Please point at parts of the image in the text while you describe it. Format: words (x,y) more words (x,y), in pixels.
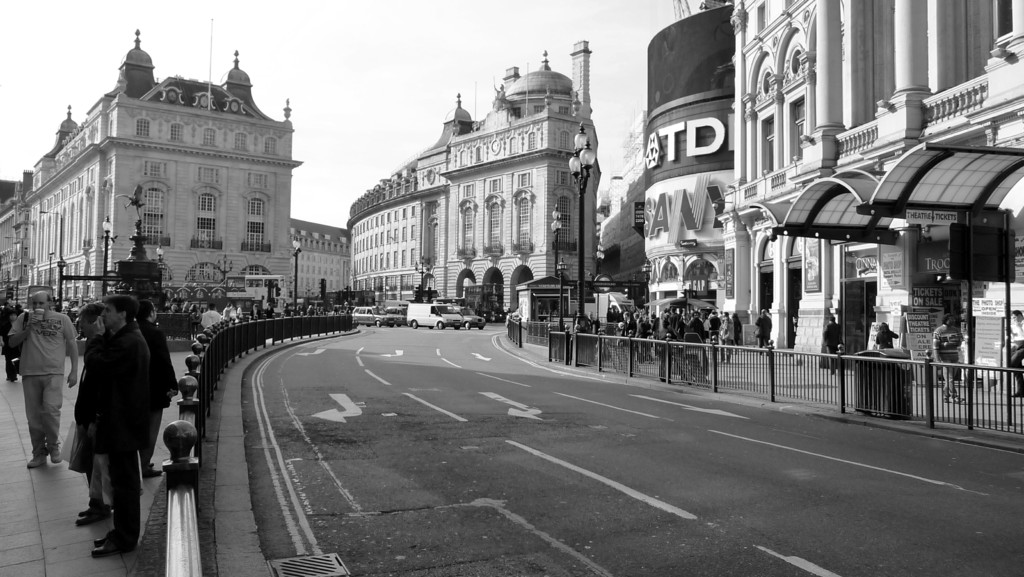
In this picture we can see a few people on the road (417,401). There are a few white lines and arrow signs (707,410) on the road (439,559). We can see a railing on the right side (932,403) and a few steel barricades (171,545) are seen on the left side of the image (226,341). There are a few people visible on both sides of the road (623,542). There are street lights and buildings (636,196) are visible in the background (423,285).
